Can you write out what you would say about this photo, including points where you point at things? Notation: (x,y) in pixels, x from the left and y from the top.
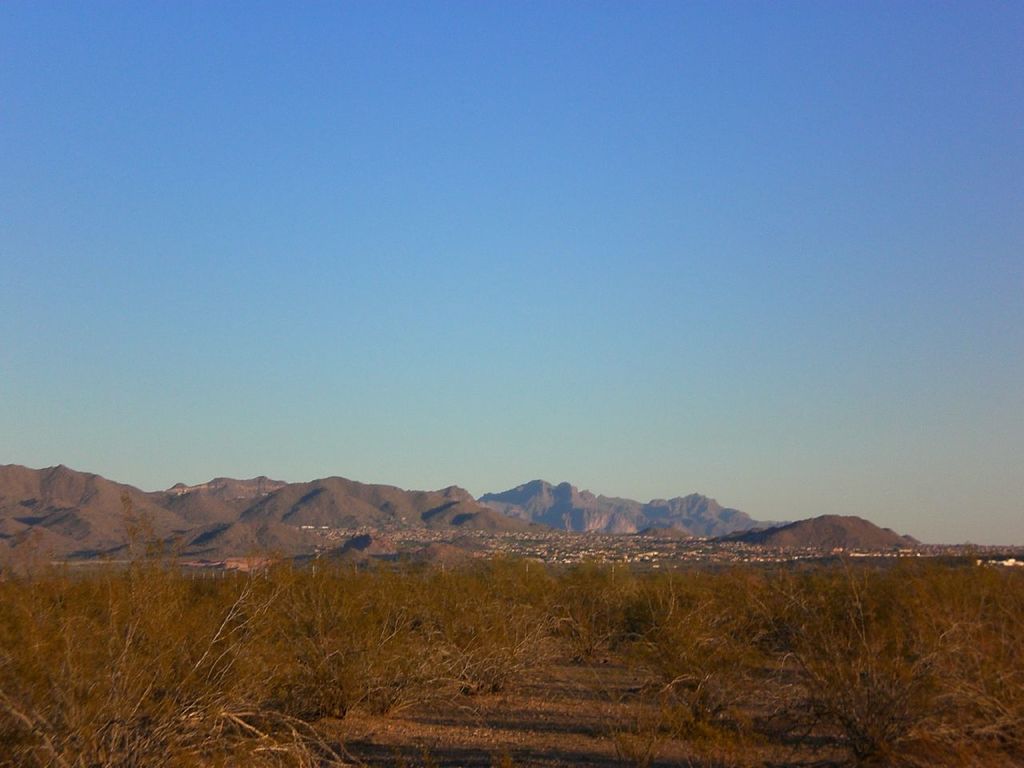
In this picture we can observe some dried plants (493,639) on the ground (614,684). In the background (507,528) there are hills (87,506) and a sky (356,292).
